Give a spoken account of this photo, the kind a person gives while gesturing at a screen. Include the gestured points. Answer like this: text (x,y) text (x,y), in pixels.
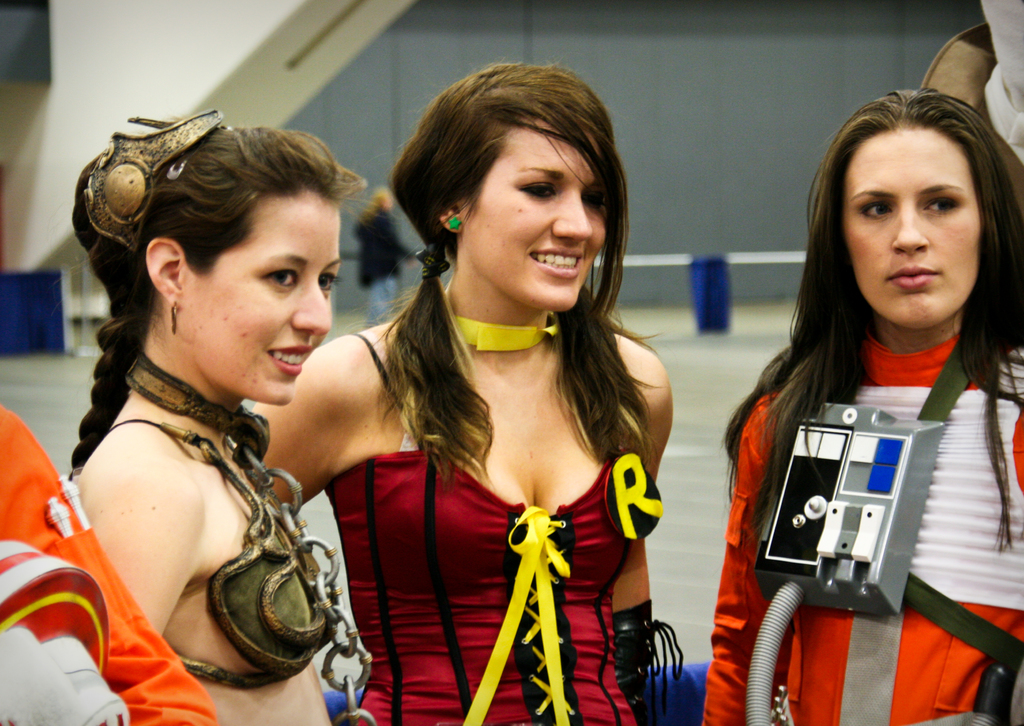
In the picture we can see three women (1020,557) are standing and two women (138,465) are smiling and behind them, we can see a building wall (345,284) and near to it we can see a person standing near the railing pole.
